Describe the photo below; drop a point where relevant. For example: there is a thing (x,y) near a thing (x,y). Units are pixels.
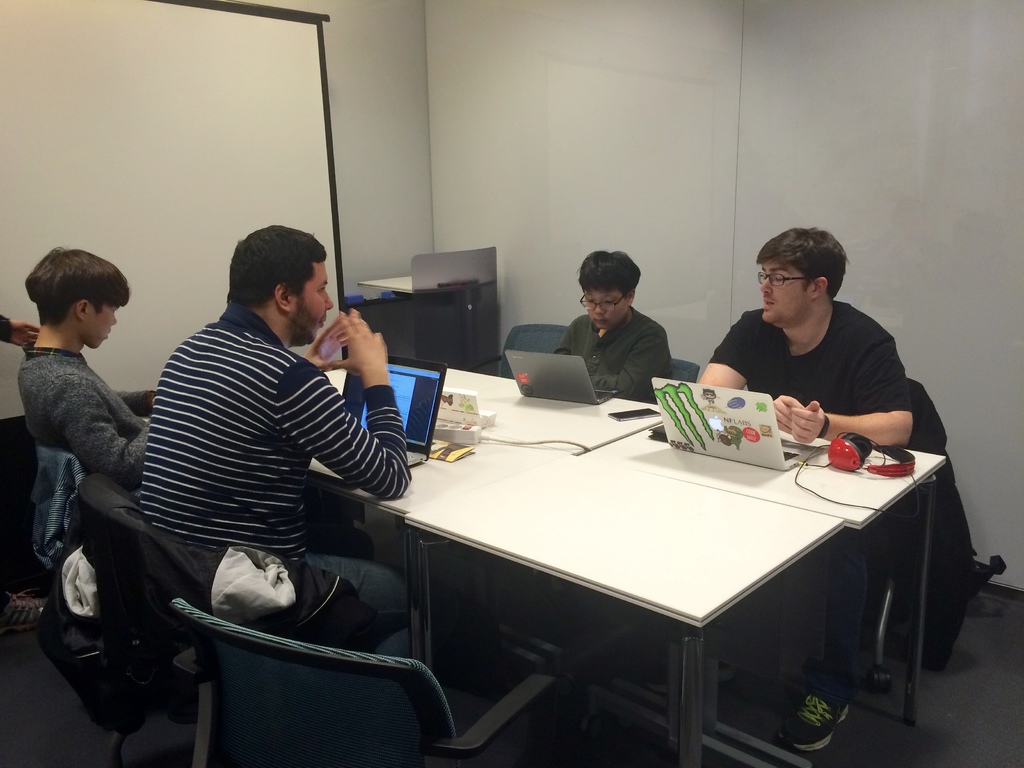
There are four members (630,369) sitting around a table (539,468). Most of them are having a laptops (716,413) in front of them on the table (769,524) and one headset (871,450). In the background (164,188) there is a projector screen display (136,147) and a wall (652,143).
